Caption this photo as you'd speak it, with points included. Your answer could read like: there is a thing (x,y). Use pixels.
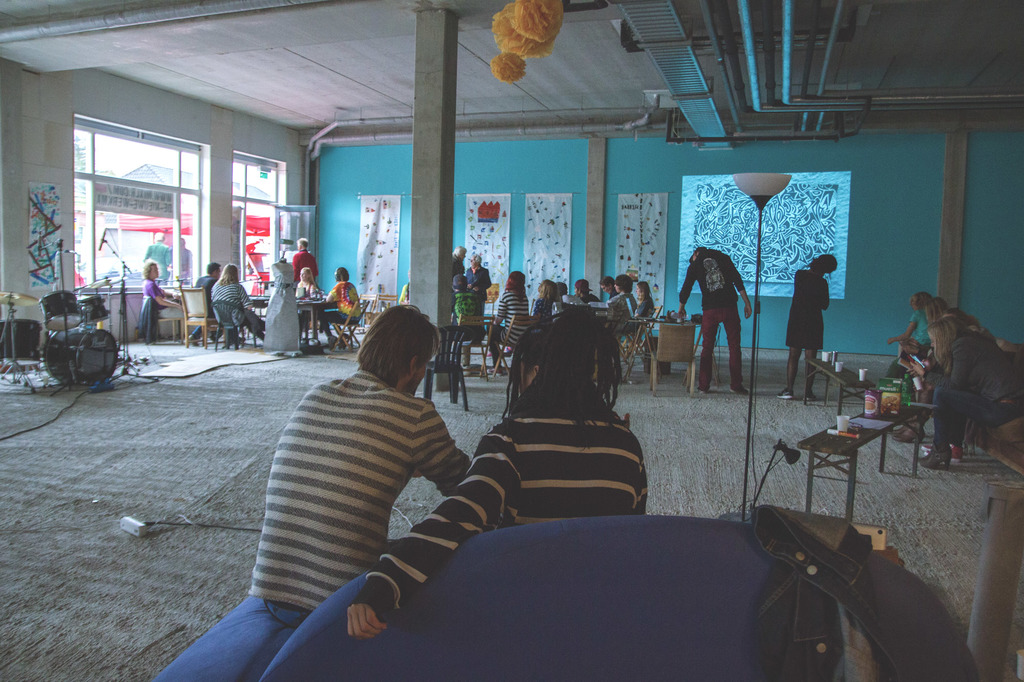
In this picture we can see a group of people (298,497) on the ground (222,493) and few people (332,491) are sitting on chairs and few people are standing, here we can see musical instruments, benches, banners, glasses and some objects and in the background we can see the wall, windows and a roof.
